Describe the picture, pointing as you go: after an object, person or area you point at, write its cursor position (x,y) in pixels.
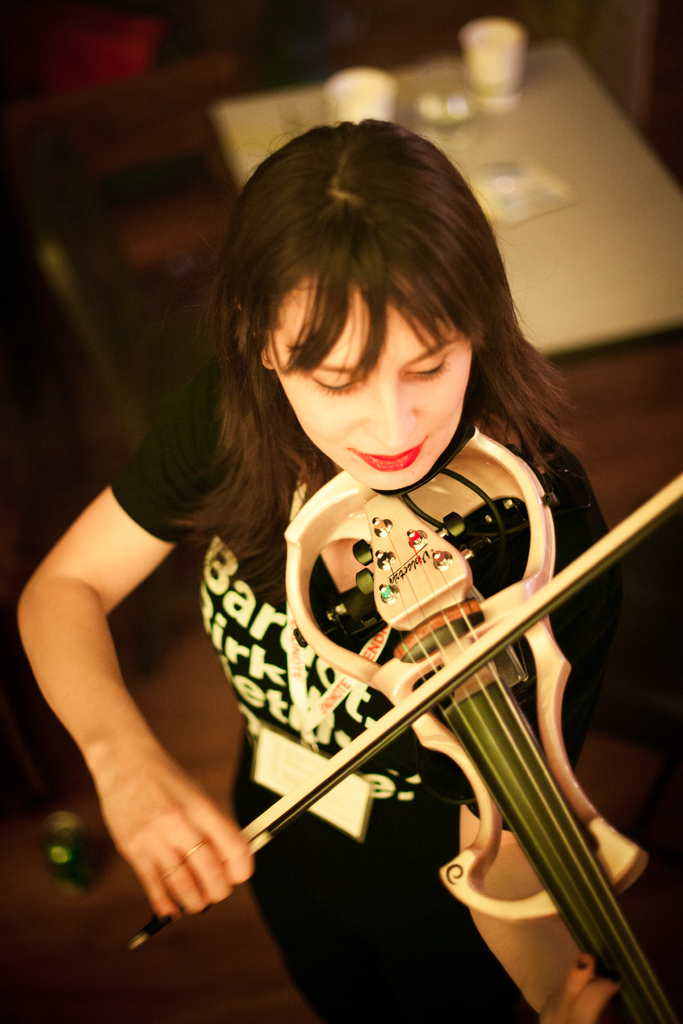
In this picture there is a girl (122,576) at the center of the image (333,669) she is playing the violin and there is a table (682,316) behind the girl (239,270) at the right side of the image (569,218).
